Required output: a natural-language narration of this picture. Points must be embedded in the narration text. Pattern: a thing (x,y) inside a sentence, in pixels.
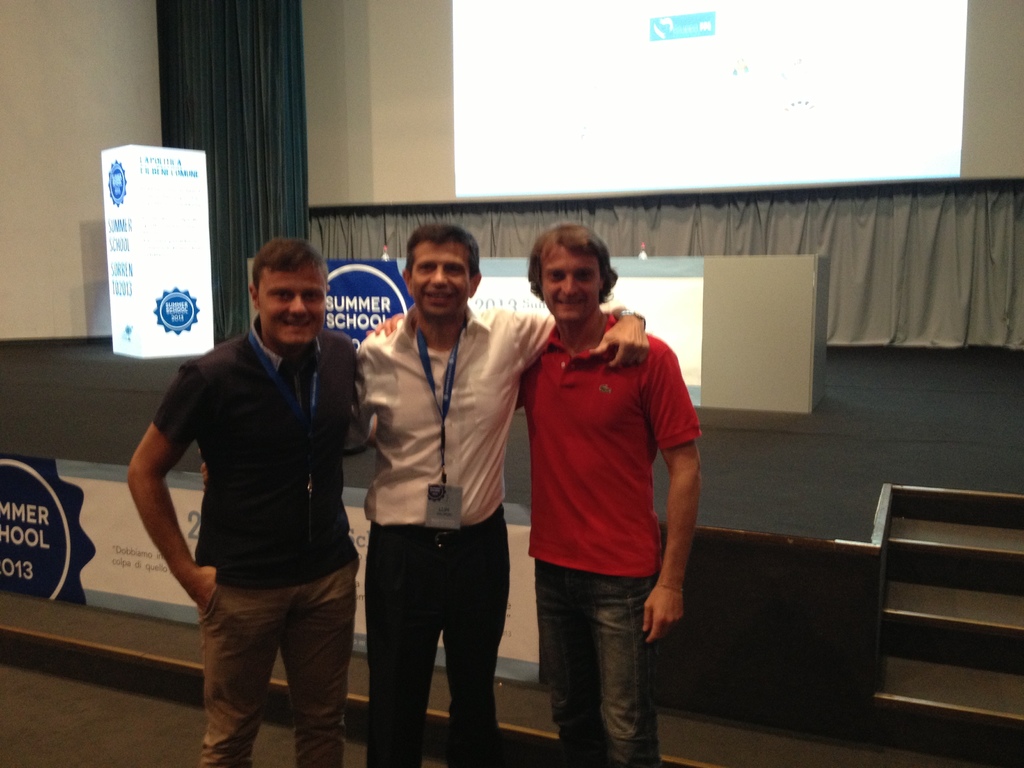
In the middle of the image (620,347) three persons (620,347) are standing and smiling. Behind them there is a stage (14,359), on the stage (884,366) there is a table (820,295). Behind the table (346,266) there is wall (1017,56), on the wall (1001,48) there is a curtain (956,266) and screen (879,12).
